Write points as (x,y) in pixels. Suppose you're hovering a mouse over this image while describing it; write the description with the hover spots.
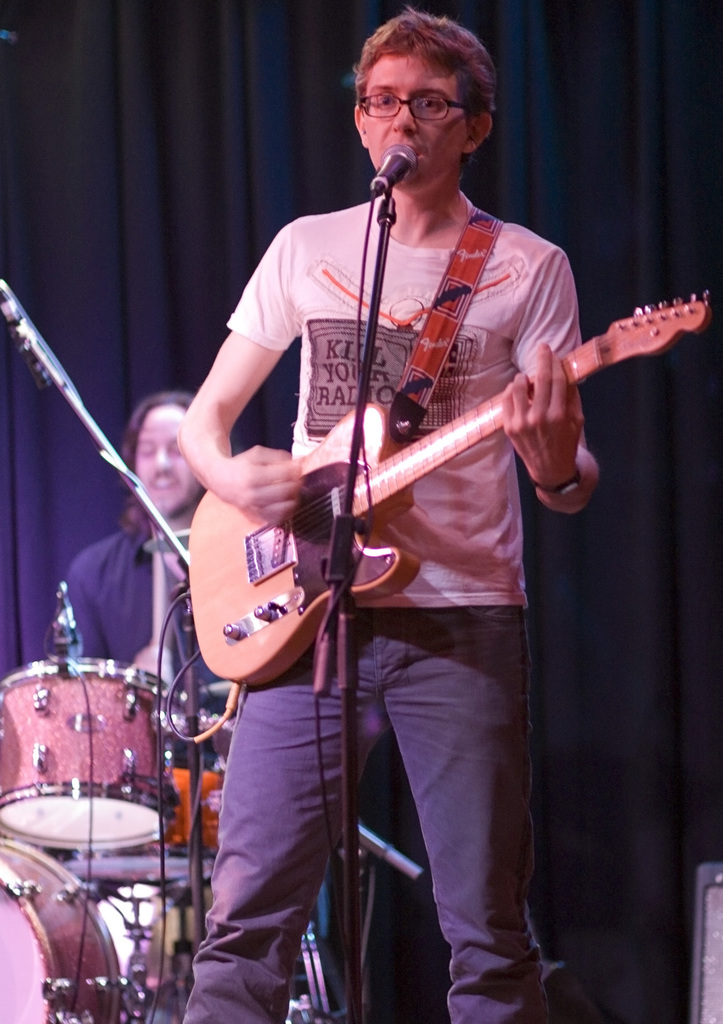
This picture show that a boy (419,132) is performing guitar (455,453) play on the stage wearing a white t-shirt (284,306), a person (133,597) behind him is playing a band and behind there is a blue curtain (638,171).
